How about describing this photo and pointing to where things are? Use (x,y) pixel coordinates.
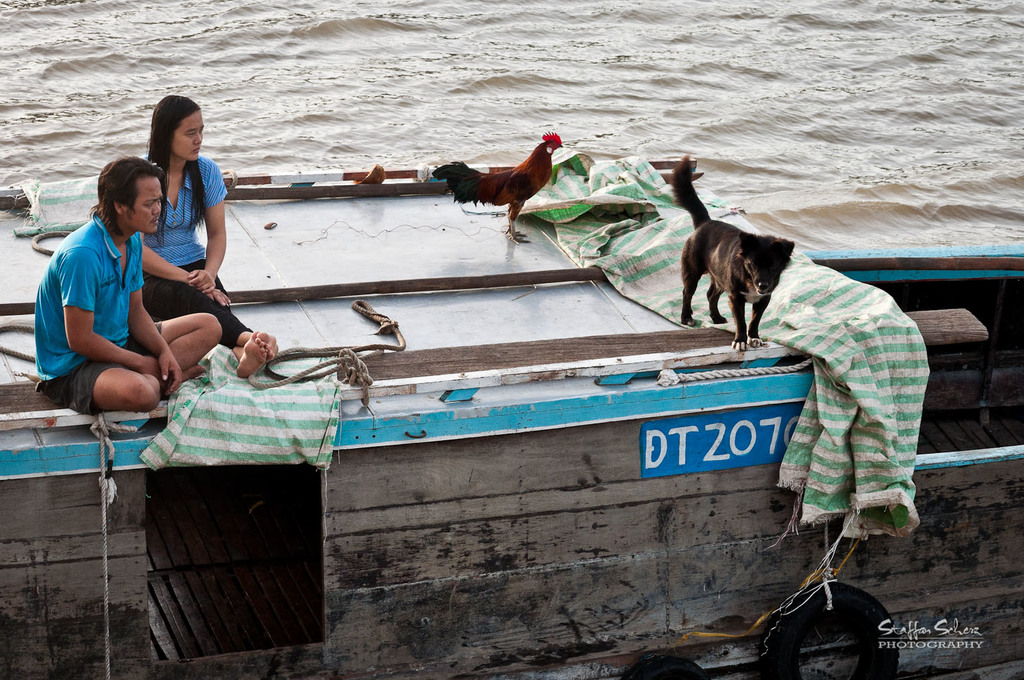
In this picture there are two people (68,237) sitting on a boat (500,292) and we can see hen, dog (748,239), ropes (302,380), sheets (35,222) and objects (661,669). In the background of the image (544,64) we can see water (601,120). In the bottom right side of the image (955,627) we can see text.
